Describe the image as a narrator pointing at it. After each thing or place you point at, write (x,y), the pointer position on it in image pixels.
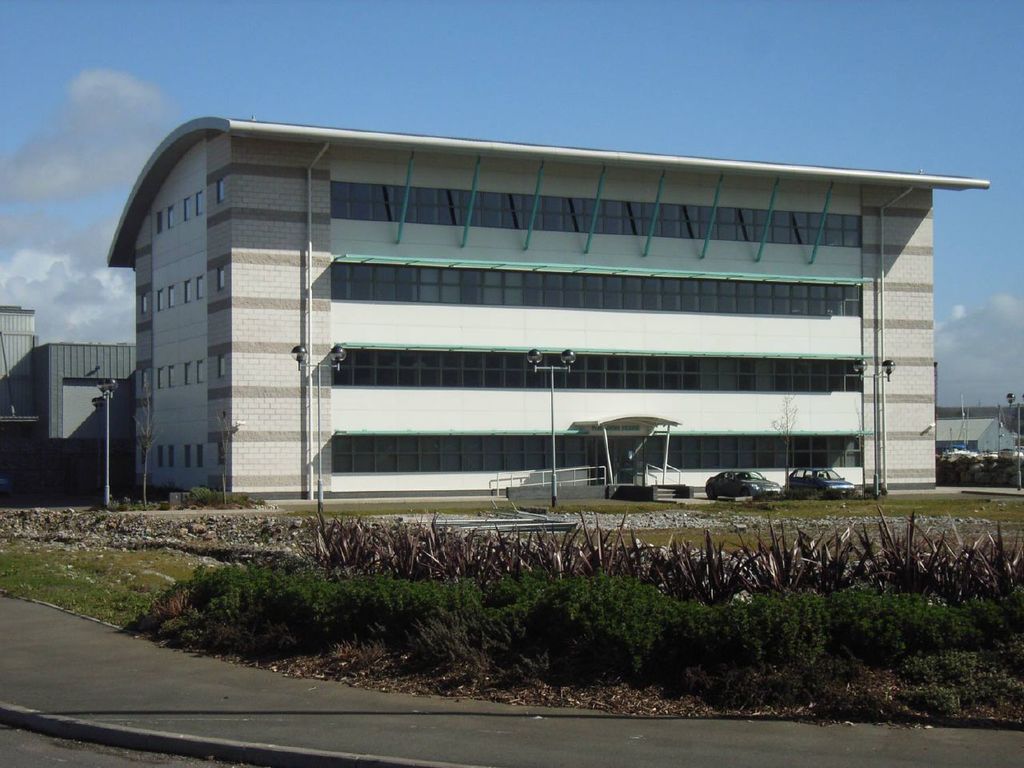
In the foreground of the picture (502,733), there is road (463,727) and few plants (494,601). In the background (565,417), there are poles (318,430), few vehicles (796,483), buildings (568,333), sky (693,75) and the cloud (129,107).
